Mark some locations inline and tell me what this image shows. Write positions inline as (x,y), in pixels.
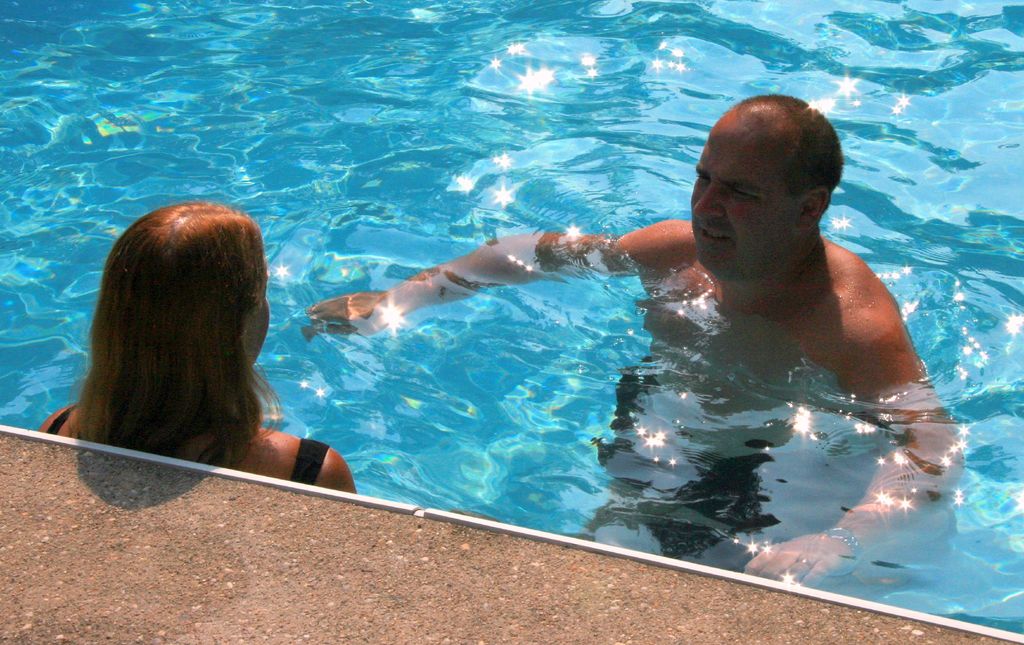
In the picture we can see a swimming pool (1008,389) which is blue in color with water (28,100) and in it we can see a man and a woman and beside the pool (1007,389) we can see a path (432,581).
